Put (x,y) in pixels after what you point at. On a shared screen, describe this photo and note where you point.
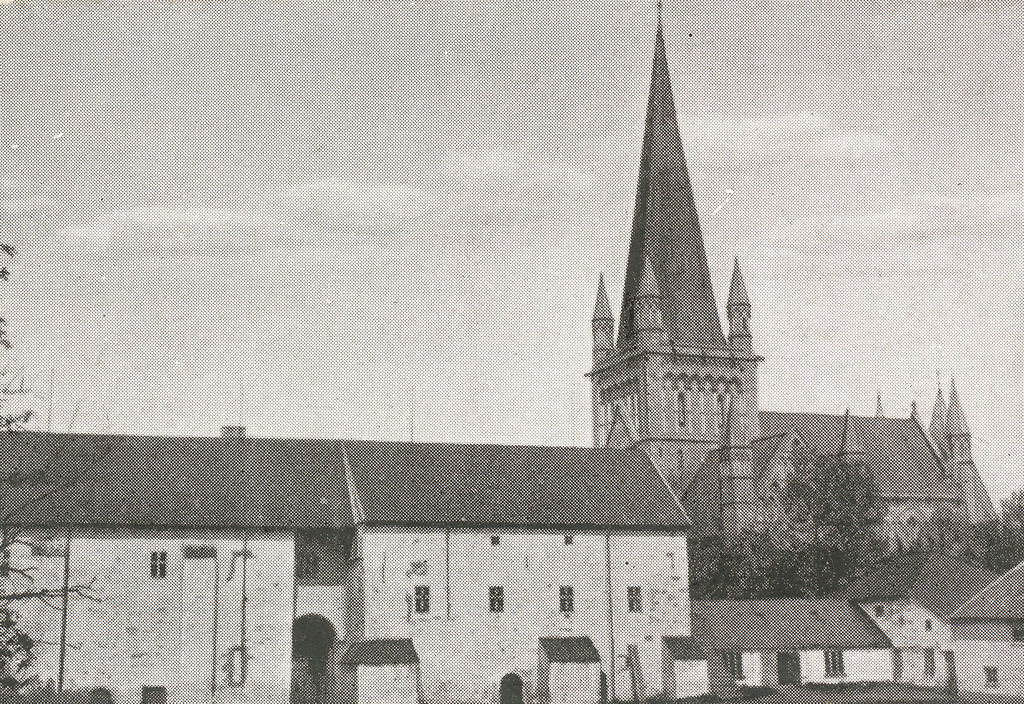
Here this is a black and white image, in which we can see a building (523,520) and houses (314,589) with number of windows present over a place and we can also see plants (800,545) and trees (737,546) present and we can see clouds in the sky (938,116).
